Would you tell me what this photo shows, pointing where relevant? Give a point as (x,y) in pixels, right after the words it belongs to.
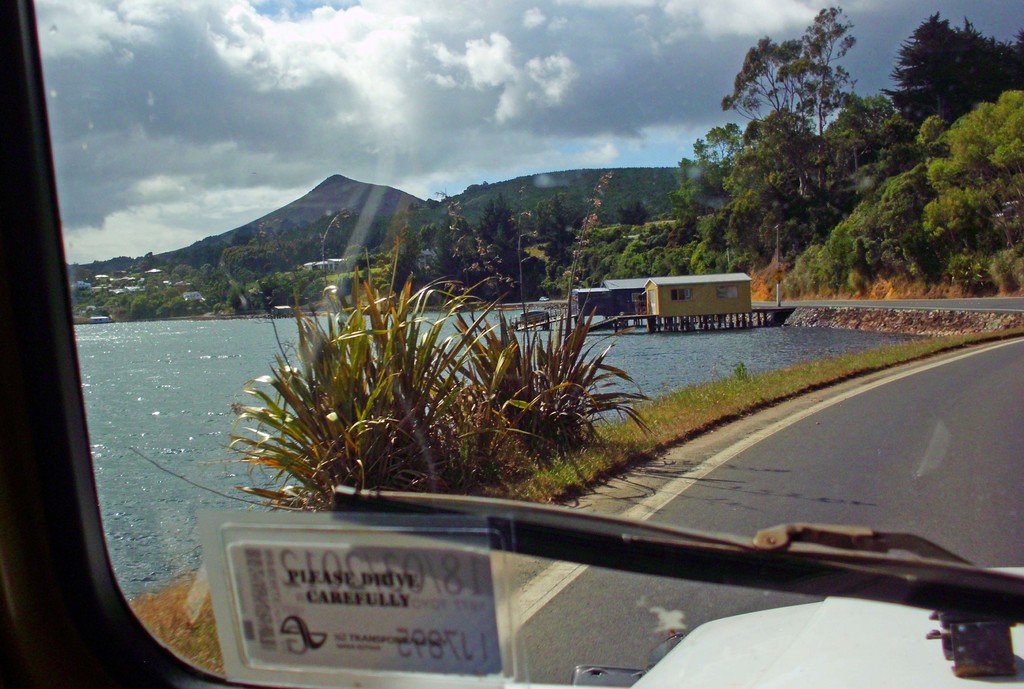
In this picture we can see road (911,473) and on road (705,519) some vehicle (842,636) is travelling and beside to the road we have plants (615,410), grass (831,362), trees (867,217), mountains (505,192) and above the mountains (661,195) we have sky (314,99), it is so cloudy and surrounding to all there is water (228,379) and on water (686,339) we have house (672,291) with windows (672,291), door (650,308).
